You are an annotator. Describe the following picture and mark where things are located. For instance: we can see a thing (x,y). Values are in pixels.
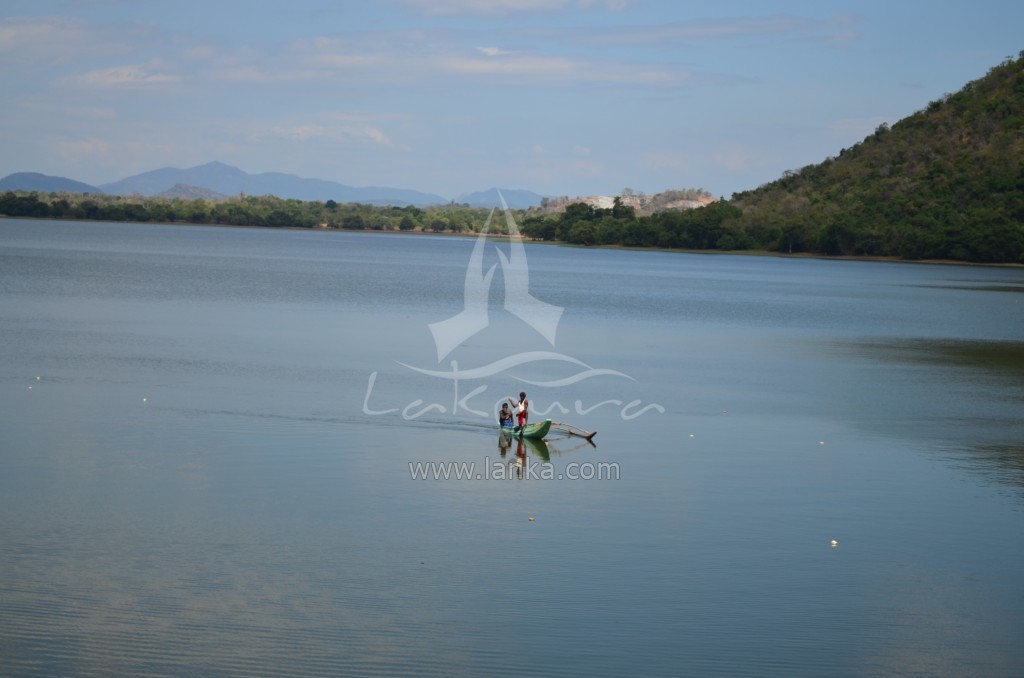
In the image there are two persons (509,416) in a boat (541,438) in the middle of lake (533,356), in the background (226,186) there are hills (157,187) covered with trees (211,200) all over the place and above its sky (480,100) with clouds (239,74).
